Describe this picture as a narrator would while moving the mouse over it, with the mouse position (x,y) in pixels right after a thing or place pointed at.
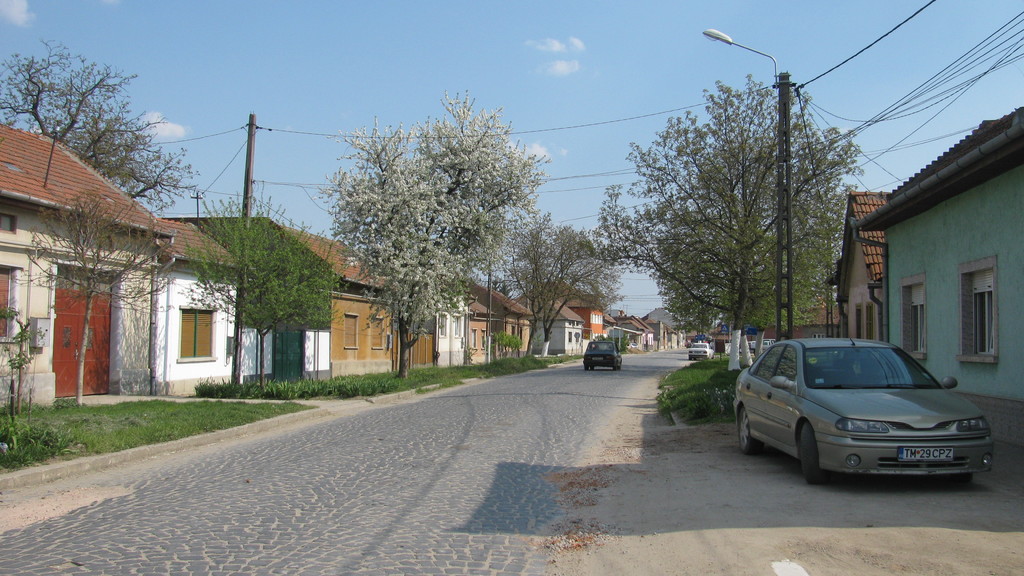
In this picture we can see there are some vehicles (618,363) on the path (631,396). On the left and right side of the vehicles (864,401) there are trees (749,244), houses (137,303), electric poles (250,166) with cables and light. Behind the trees (445,162) there is a sky (426,77).
